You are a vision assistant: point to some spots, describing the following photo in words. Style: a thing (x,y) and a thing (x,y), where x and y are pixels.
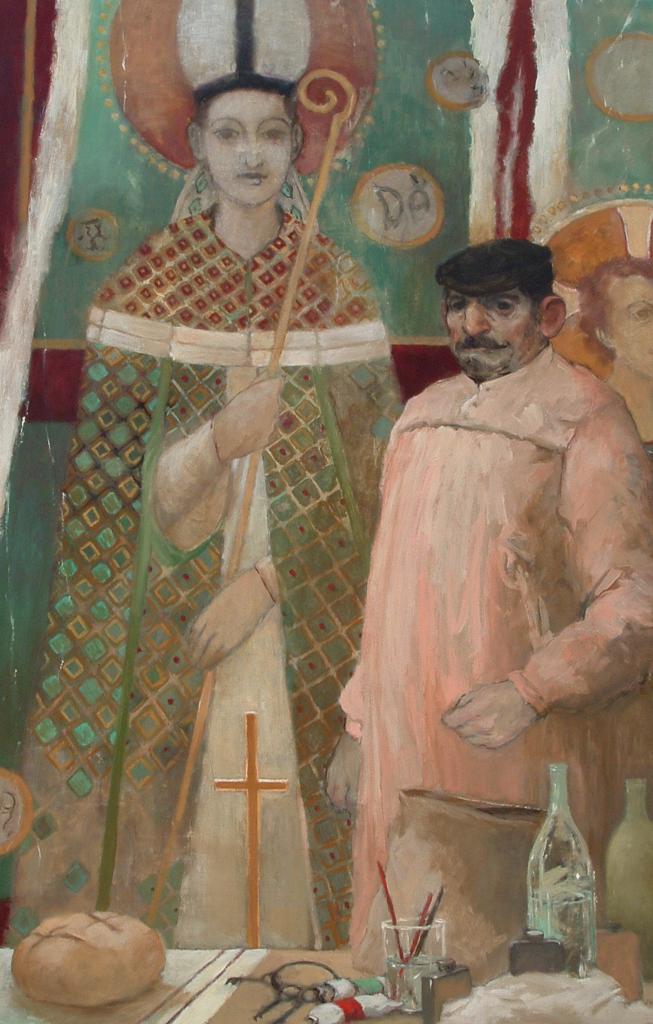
In the foreground of this image (62,764), there are paintings (570,604) of two people (384,477) and glass (397,955), bottles (618,926) and few more objects (350,987) on the table (414,1020).
